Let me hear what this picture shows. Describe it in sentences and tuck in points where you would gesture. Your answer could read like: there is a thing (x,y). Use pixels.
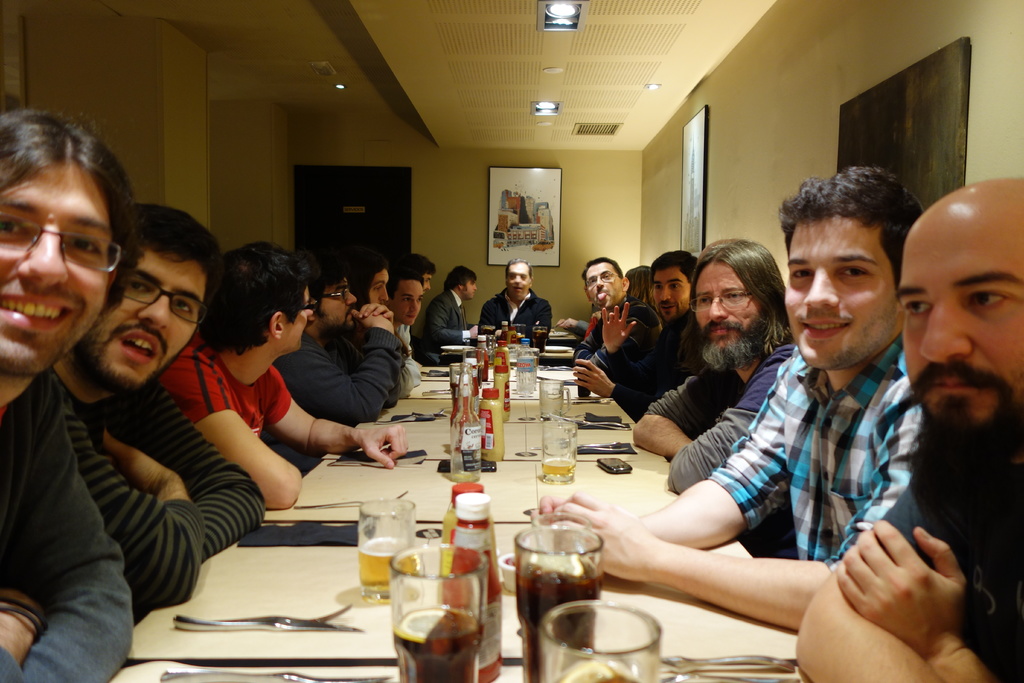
As we can see in the image there is a wall (435,214), photo frame (490,220), few people (6,537) sitting on chairs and there is a table (506,623). On table (504,640) there are glasses (481,576), bottles (472,515), mobile phones (598,460), forks (279,614) and spoons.
